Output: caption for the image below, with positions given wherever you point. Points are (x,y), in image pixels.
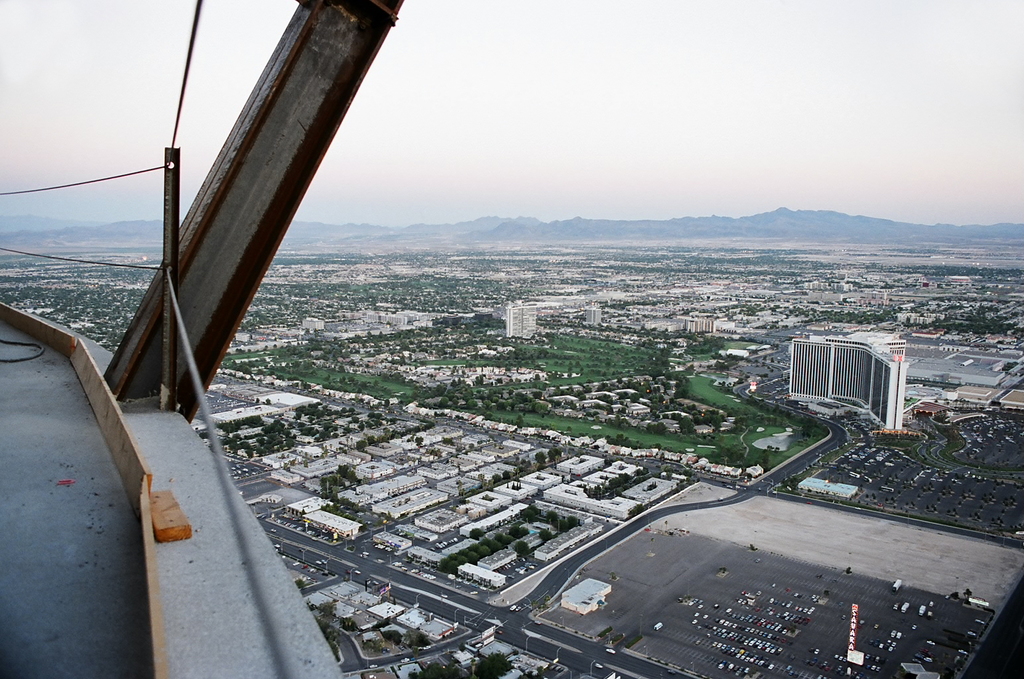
In this picture we can see city (476,249). Here we can see open area (746,571) where cars (726,646) are parked. On the right (807,393) there is a building (820,401) and house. In the center (550,332) we can see trees (549,462), plants (299,345), grass (696,446) and road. In the background (708,218) we can see mountain (903,229). On the top (559,26) we can see sky (658,25) and clouds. On the bottom left (213,469) there is a roof (173,583) of a building (129,563). Here we can see a brick (175,504).
